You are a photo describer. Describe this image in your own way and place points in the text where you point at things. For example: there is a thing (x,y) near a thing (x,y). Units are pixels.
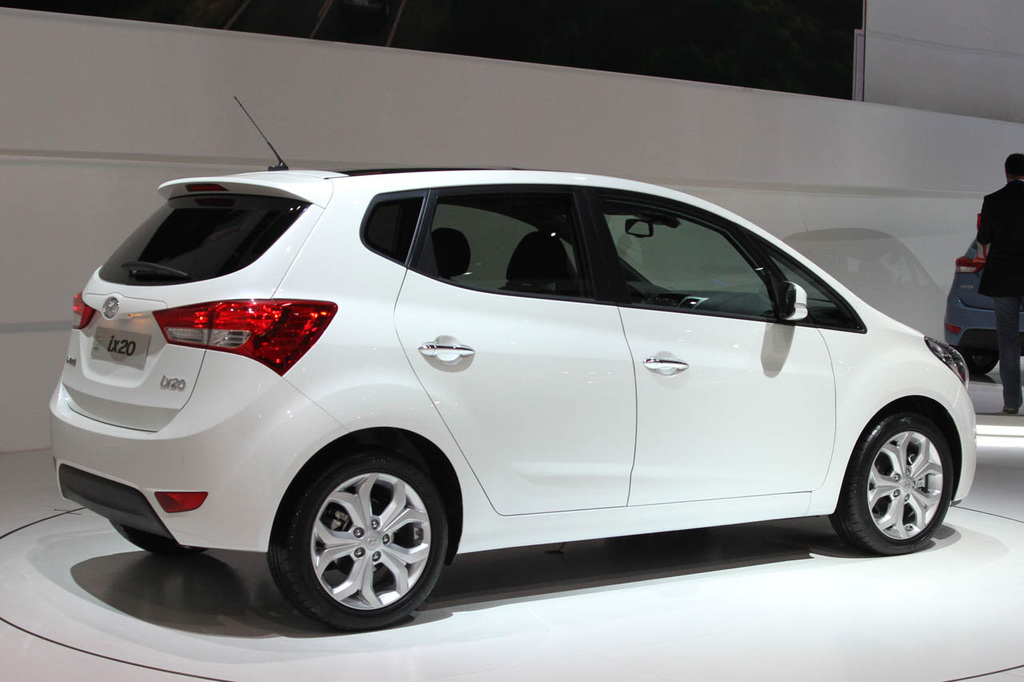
In the foreground of this image (418,423), there is white color car (637,444) on white surface (691,643). In the background (822,185), there is a wall (842,145), a man (1003,293) standing and another car (991,323) on the right (968,315).
